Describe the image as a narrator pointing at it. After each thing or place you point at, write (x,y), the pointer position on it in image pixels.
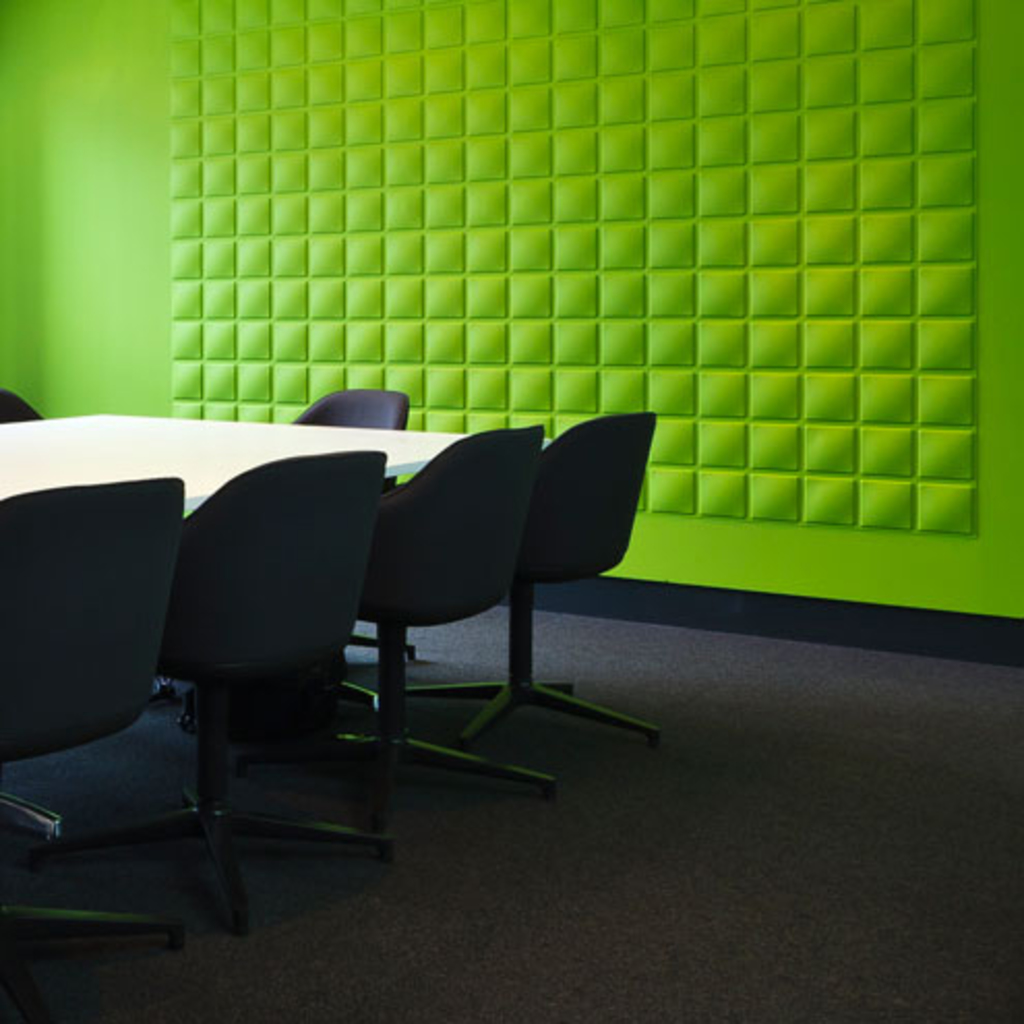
In this picture, we see six chairs (419,479). These chairs (407,535) are placed around the white table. These chairs (397,560) are in black color. Behind that, we see a wall (195,242) in green color. This picture might be clicked in the conference hall (511,726). At the bottom of the picture (697,917), we see a black color carpet (667,869).
